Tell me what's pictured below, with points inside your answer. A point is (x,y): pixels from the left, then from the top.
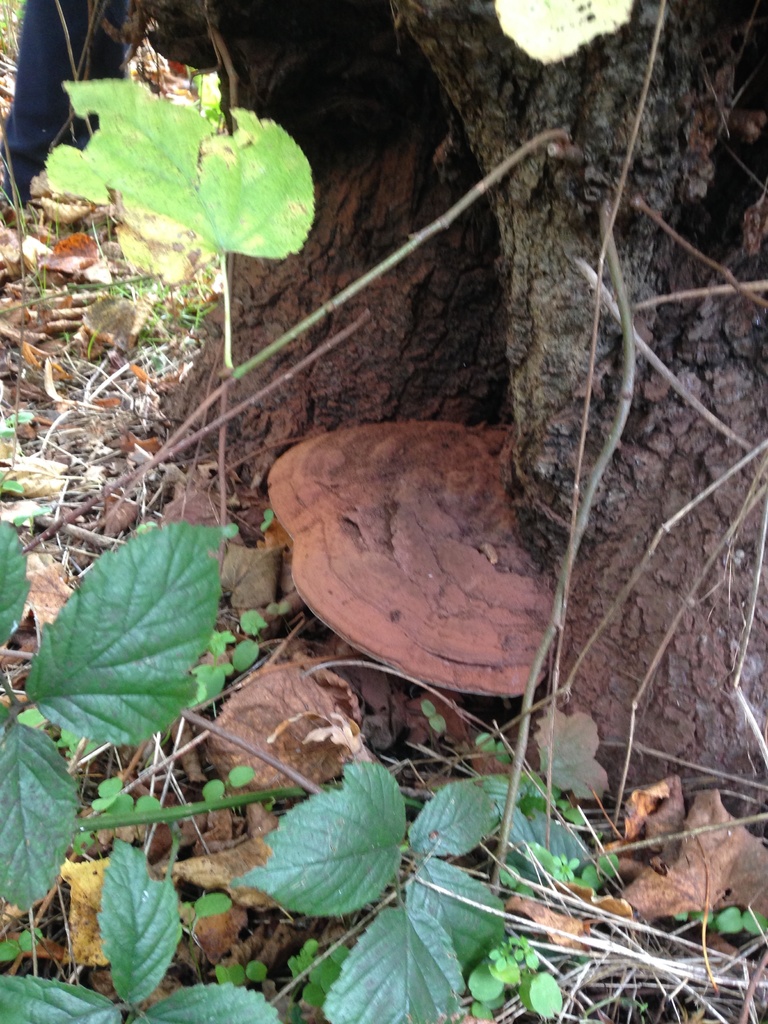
In this picture there is a tree (213,368) and there is an object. At the bottom (667,972) there are plants (583,961), dried leaves (218,829) and sticks (146,778).
